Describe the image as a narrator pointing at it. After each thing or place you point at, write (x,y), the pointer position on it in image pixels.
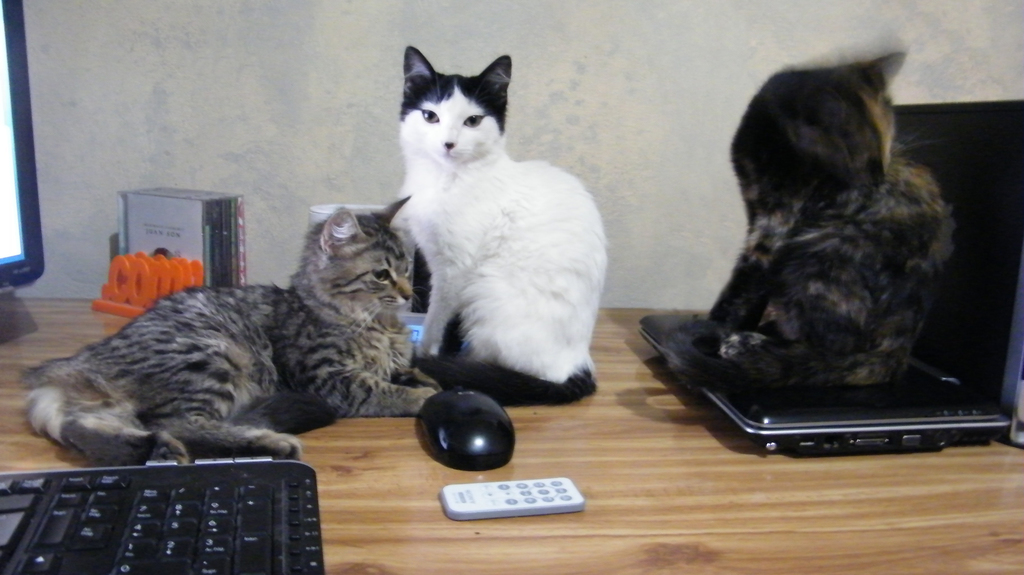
In this image there are cats (469,261) in the center (377,347) and there are laptops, there is a mouse (484,468), and there is a remote (532,497). On the left side (10,193) there is a monitor (24,194) and the cat (801,220) is sitting on the laptop (825,387) which is on the right side (900,392) and there are CD's (215,232) and there is a wall (319,63) which is white in colour in the background (301,43).
